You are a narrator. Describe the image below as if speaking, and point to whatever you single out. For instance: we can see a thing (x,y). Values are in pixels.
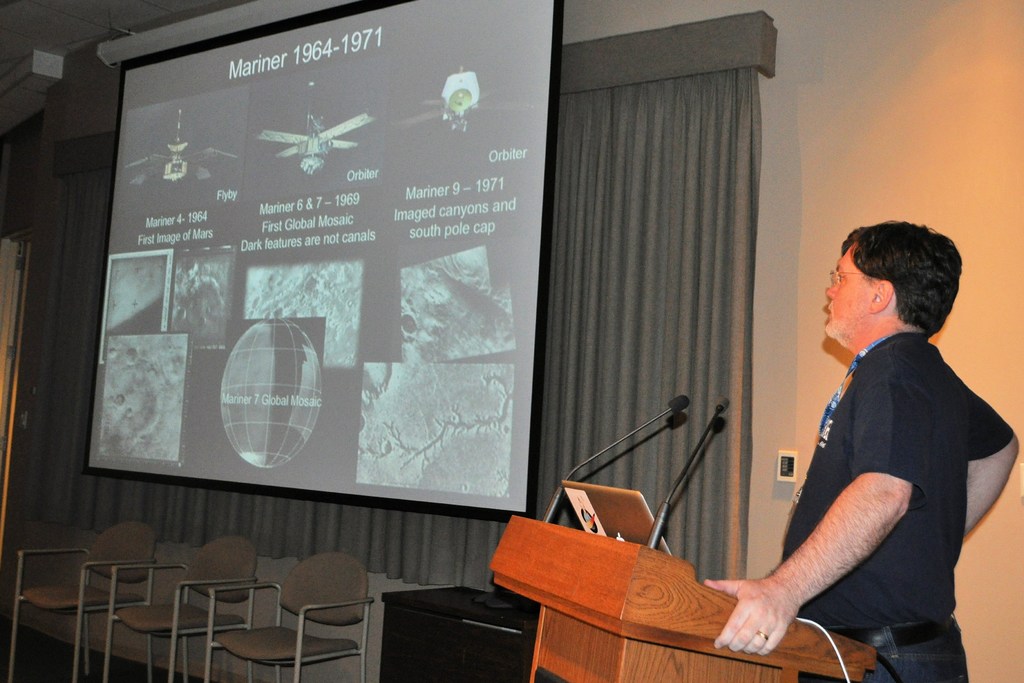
There is a man (862,536) standing near the podium (685,595) in front of a mics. There is a laptop (619,535) on the podium (642,548). We can observe a projector display screen (289,358) and some chairs (175,593) under the screen (299,410). In the background (607,273) there is a curtain (647,233) and a wall (849,177) here.
